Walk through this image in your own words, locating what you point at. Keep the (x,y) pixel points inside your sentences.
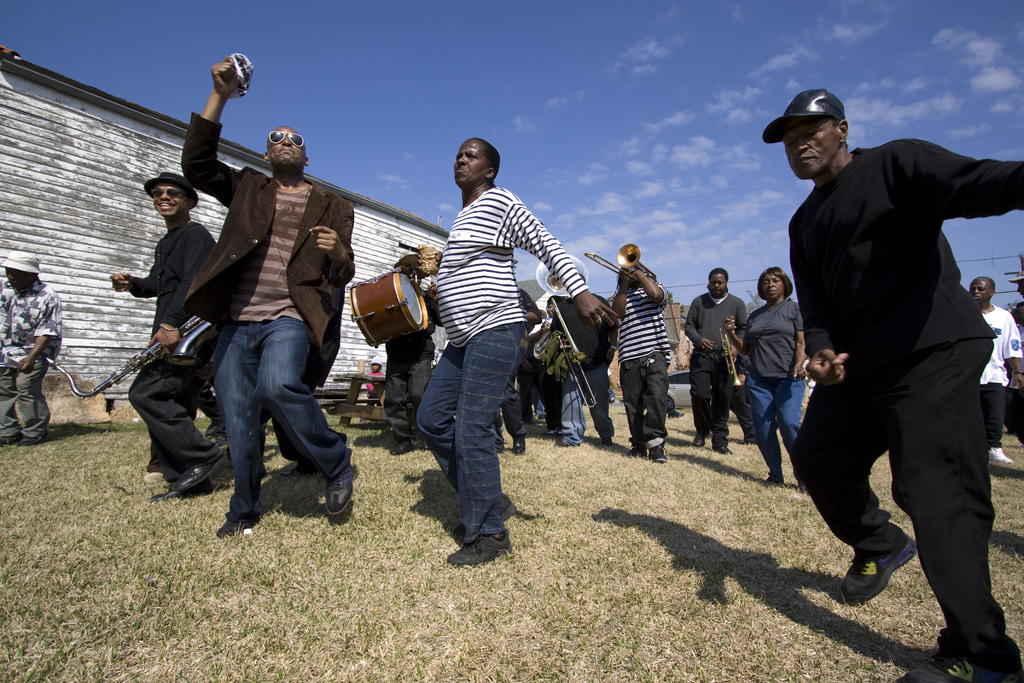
In the middle (592,304) a man (588,318) is standing, he wore a white color t-shirt (497,278), in the right side (792,100) a man (932,320) is there, he wore a black color dress (925,245), cap (830,94) and few other people (326,353) are also walking on this grass (286,575), at the top (570,74) it's a sunny sky (736,108).
